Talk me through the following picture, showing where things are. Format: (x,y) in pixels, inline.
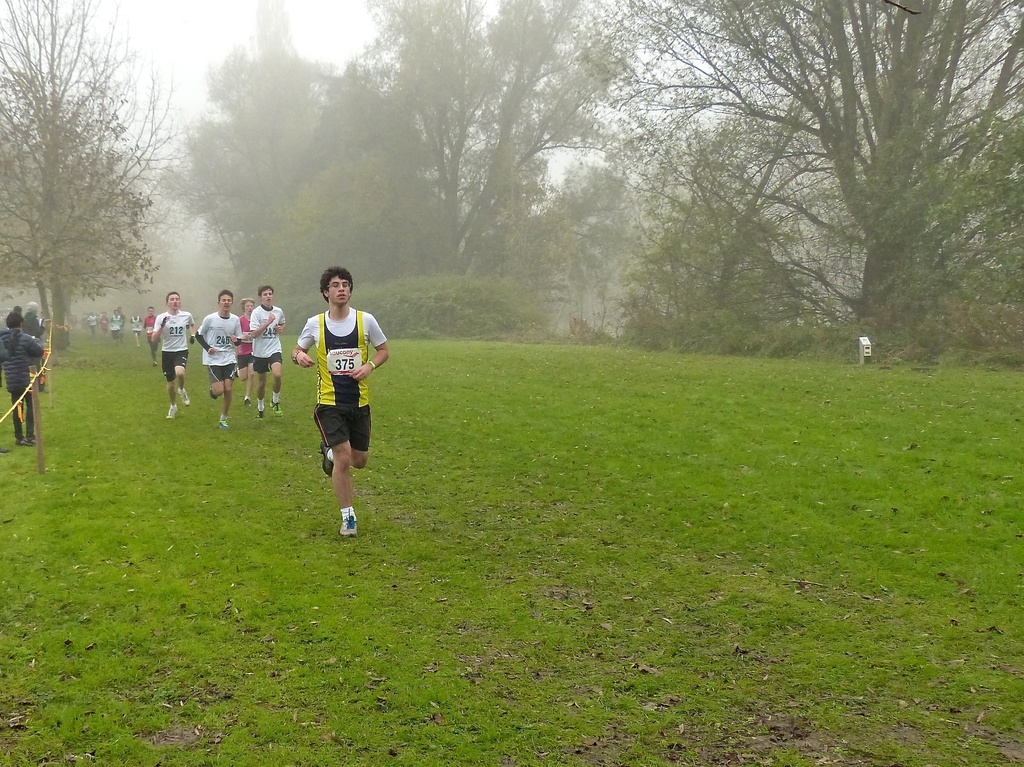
In this image, we can see a few people (336,276). Among them, some people (311,359) are wearing T-shirt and shorts (365,443). We can see the ground (684,644) covered with grass (207,575) and leaves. There are a few trees (416,201) and plants (881,354). We can see a white colored object (863,355) on the ground (951,532). We can see the sky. We can see some poles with fence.
